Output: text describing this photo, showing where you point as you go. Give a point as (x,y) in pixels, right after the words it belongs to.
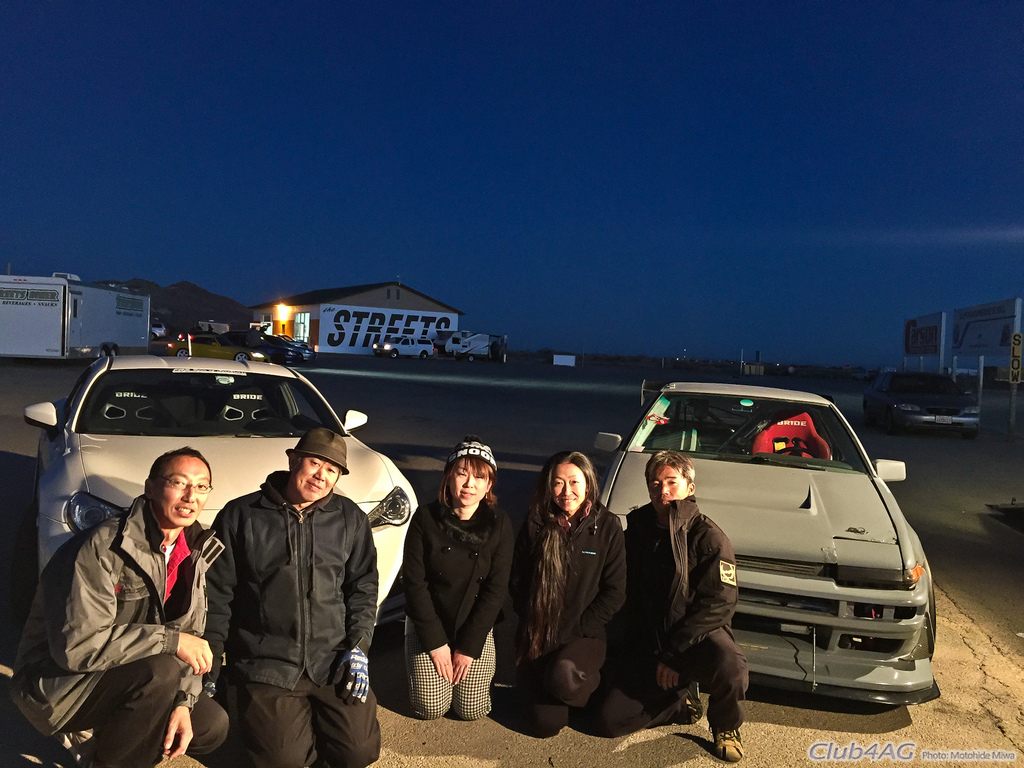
In this image, we can see a group of people (442,624) are in squat position. In the background (263,433), we can see two cars (240,375), buildings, vehicles (933,391). At the top (538,185), we can see a sky (537,157).
